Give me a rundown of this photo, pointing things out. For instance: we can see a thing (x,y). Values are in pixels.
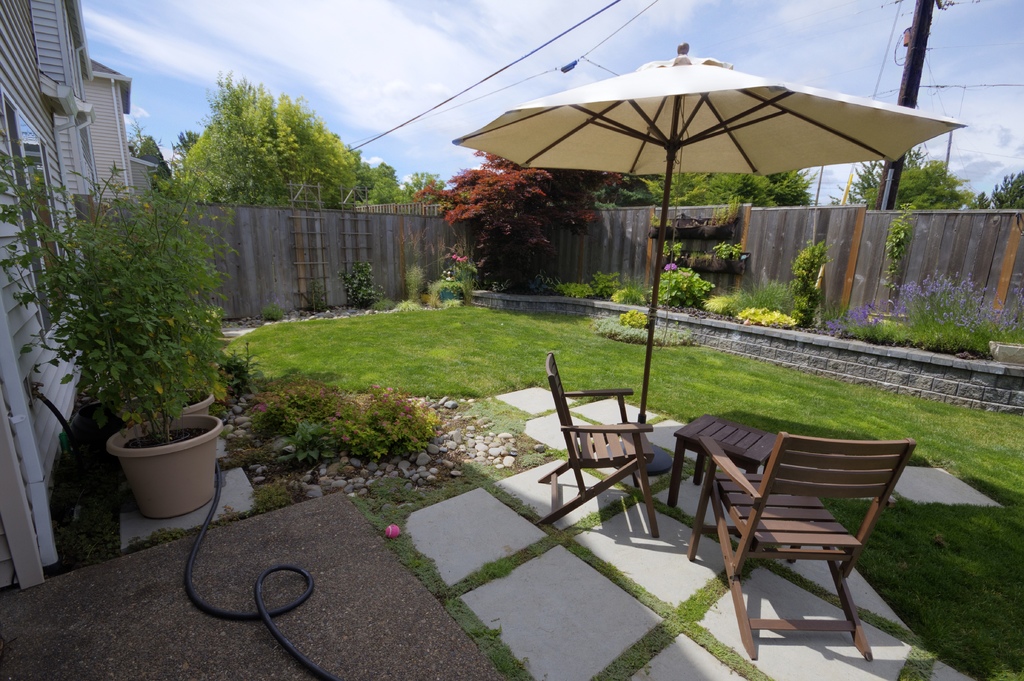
In this image i can see table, trees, plants (445,281), wall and a cloudy sky (549,25).
